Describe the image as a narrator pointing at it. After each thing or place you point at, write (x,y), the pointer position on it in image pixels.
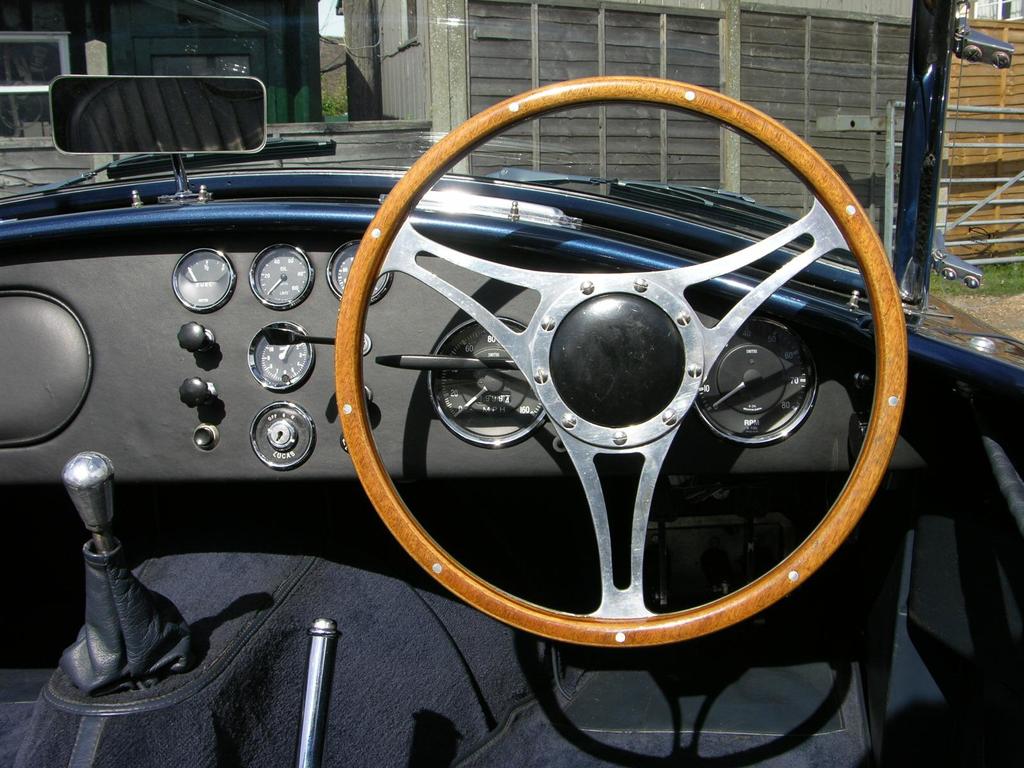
In the center of the image (450,314) there is a vehicle (349,433). In the background (331,162) we can see sheds (128,64) and fence (957,209).
